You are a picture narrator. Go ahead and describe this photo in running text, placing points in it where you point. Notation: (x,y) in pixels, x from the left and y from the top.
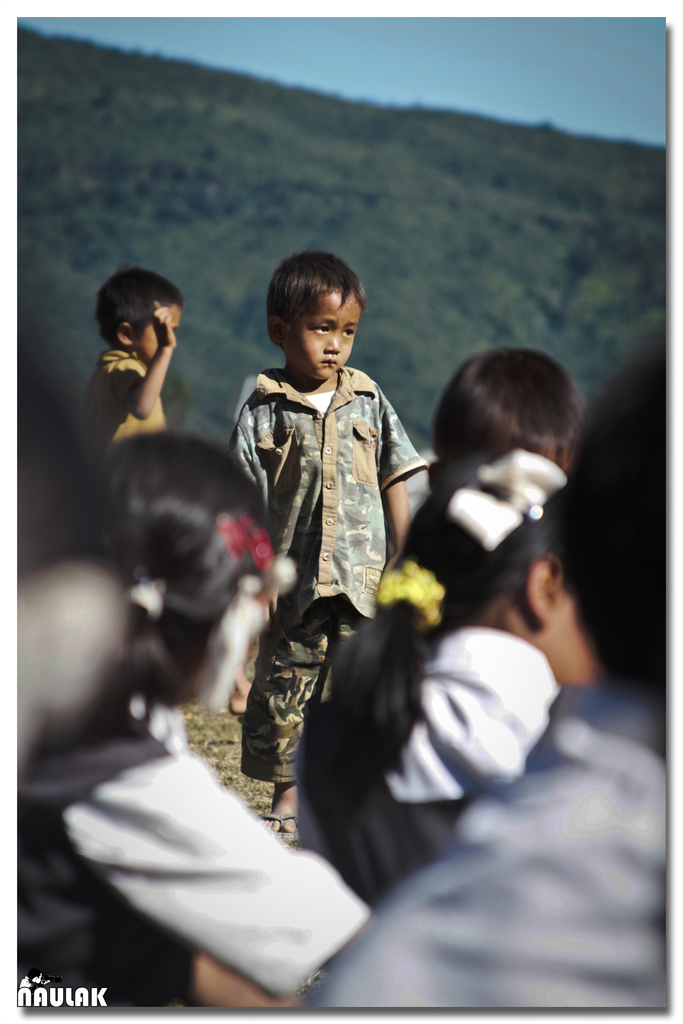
At the bottom (350,861), we see the children (372,726) in the uniform (337,851) are sitting on the ground (270,795). In the middle (370,479), we see the two boys (125,340) are standing. In the background (370,197), we see the trees (437,246) and a hill (386,192). At the top (578,62), we see the sky (405,86), which is blue in color. This picture is blurred in the background (329,195).
